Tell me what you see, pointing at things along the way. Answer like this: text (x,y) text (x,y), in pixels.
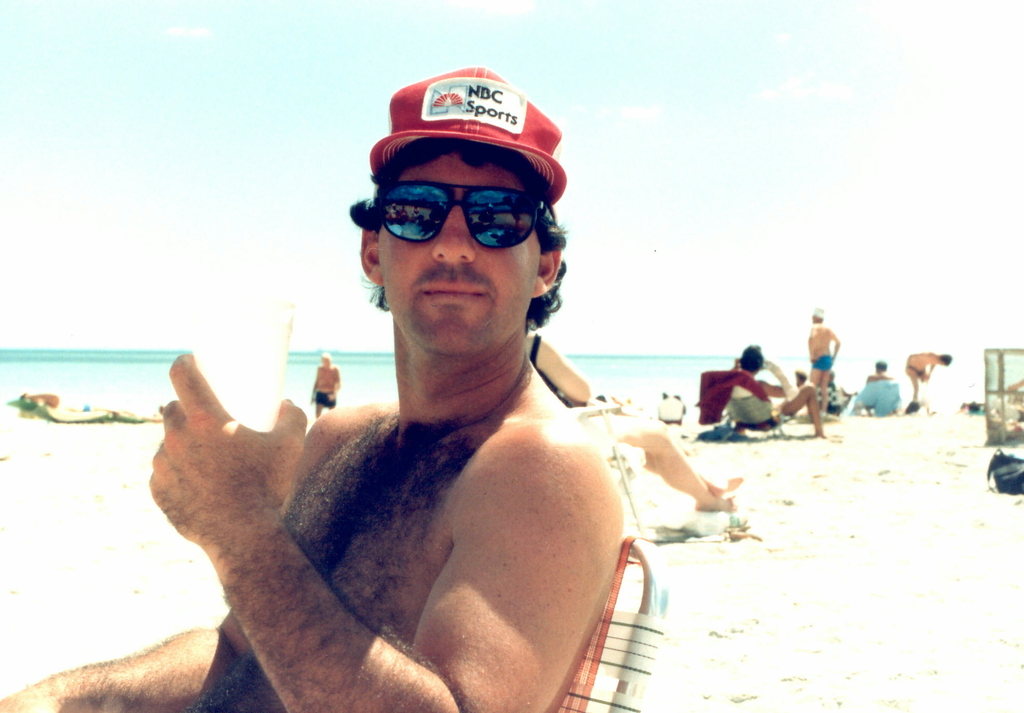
In the foreground (395,347) I can see a man (322,469) is holding a glass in hand (262,486) is sitting on the chair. In the background (537,366) I can see a group of people (553,359) on the beach (891,485) and ocean (376,366). On the top (207,161) I can see the sky (162,243). This image is taken on the sandy beach (777,611).
